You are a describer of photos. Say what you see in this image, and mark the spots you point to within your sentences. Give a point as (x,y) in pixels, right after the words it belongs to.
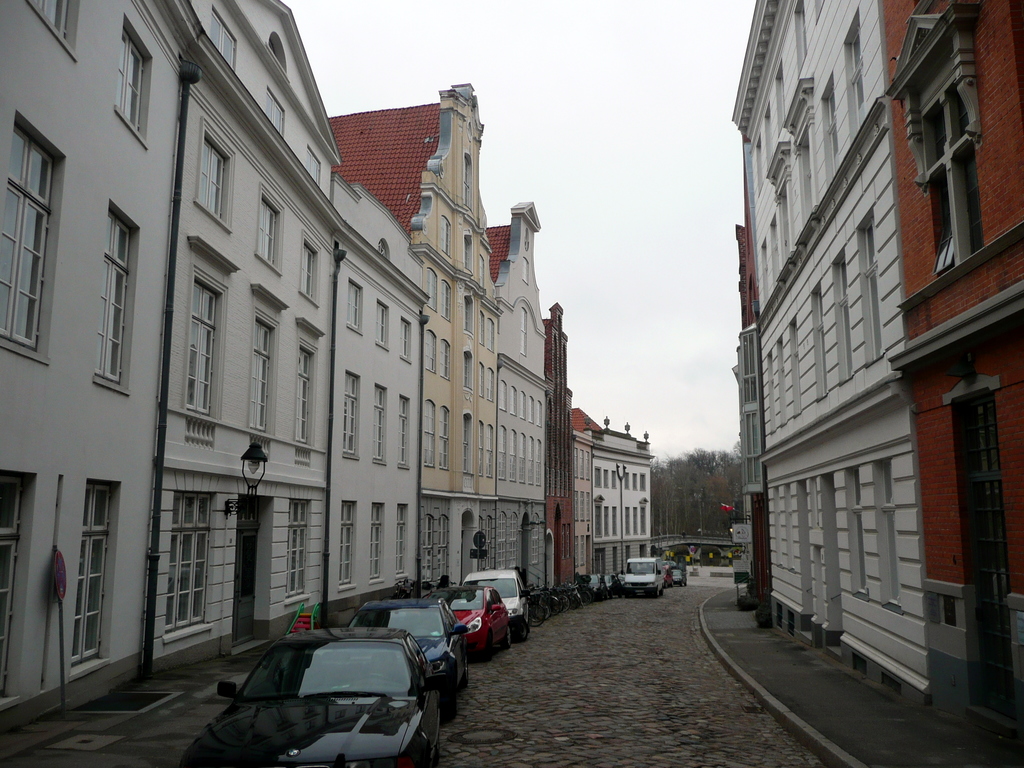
In this picture there is a lane (620,597) in between the buildings (488,324). The buildings (383,377) are in white and red in color. On the lane (585,623) there are vehicles (359,681) and bicycles (575,596). In the background (682,505) there are trees (733,478) and sky (608,180).
